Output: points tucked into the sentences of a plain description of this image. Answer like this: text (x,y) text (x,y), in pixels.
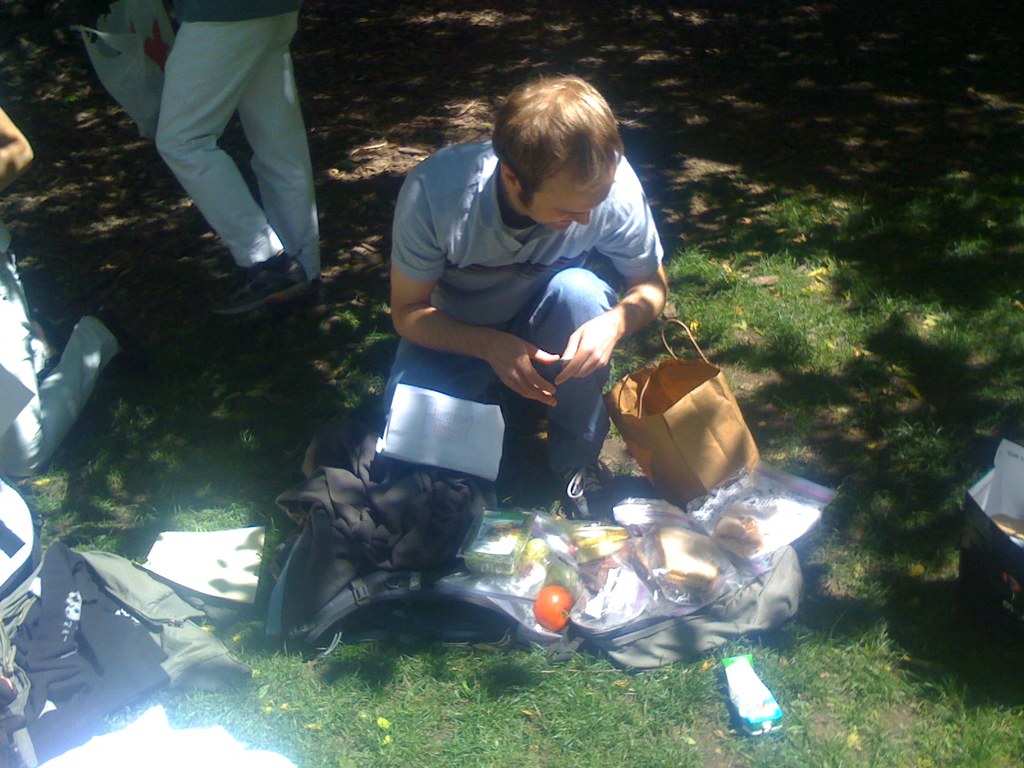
In this image I can see some food items (748,725) and backpack (689,630) on the grass ground (803,732), around that there are few people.
